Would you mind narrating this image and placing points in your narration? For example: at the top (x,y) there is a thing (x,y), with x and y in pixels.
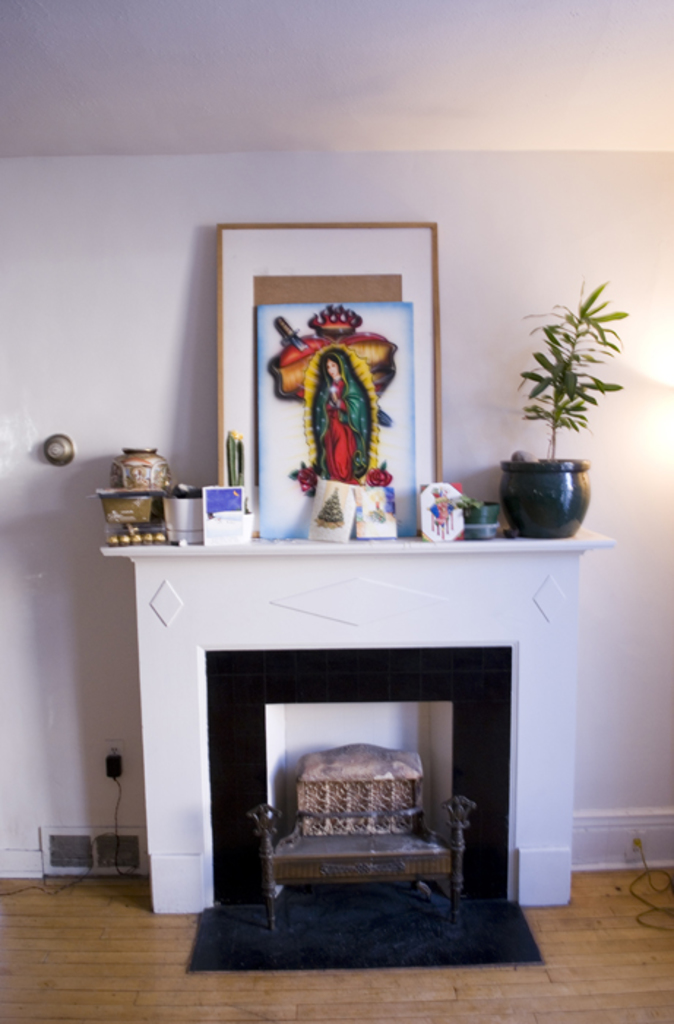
In the foreground of this image (398,608), there is fireplace mantel shelf (398,605) on which potted plant (577,505), few objects (186,519), photos frames (275,507) on it. In the background (491,229), there is a white wall (23,164). On the bottom (644,867), on either side there are cables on the floor (85,1005) and under the shelf (406,599), we can see few objects (372,827).
